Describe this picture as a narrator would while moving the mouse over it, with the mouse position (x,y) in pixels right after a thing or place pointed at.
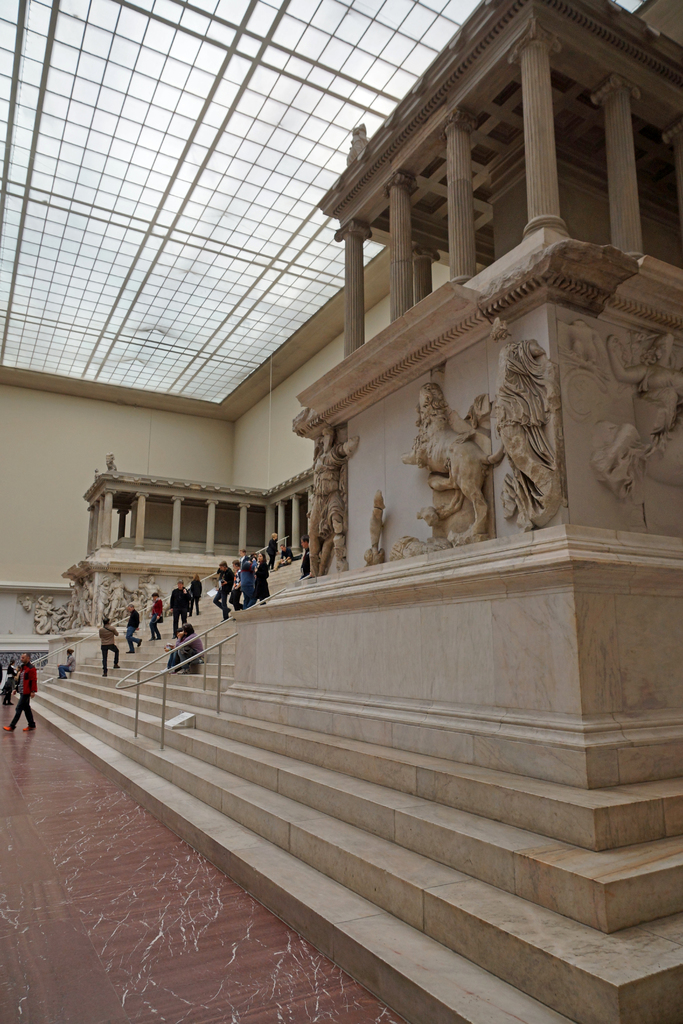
In this image there are a few people (140,642) walking down the stairs (124,655), beside the stairs (280,583) there are a few stone carvings (433,485) on the wall (356,502), above them there are pillars (245,513), at the top of the image (181,235) there is metal roof top (202,140).
